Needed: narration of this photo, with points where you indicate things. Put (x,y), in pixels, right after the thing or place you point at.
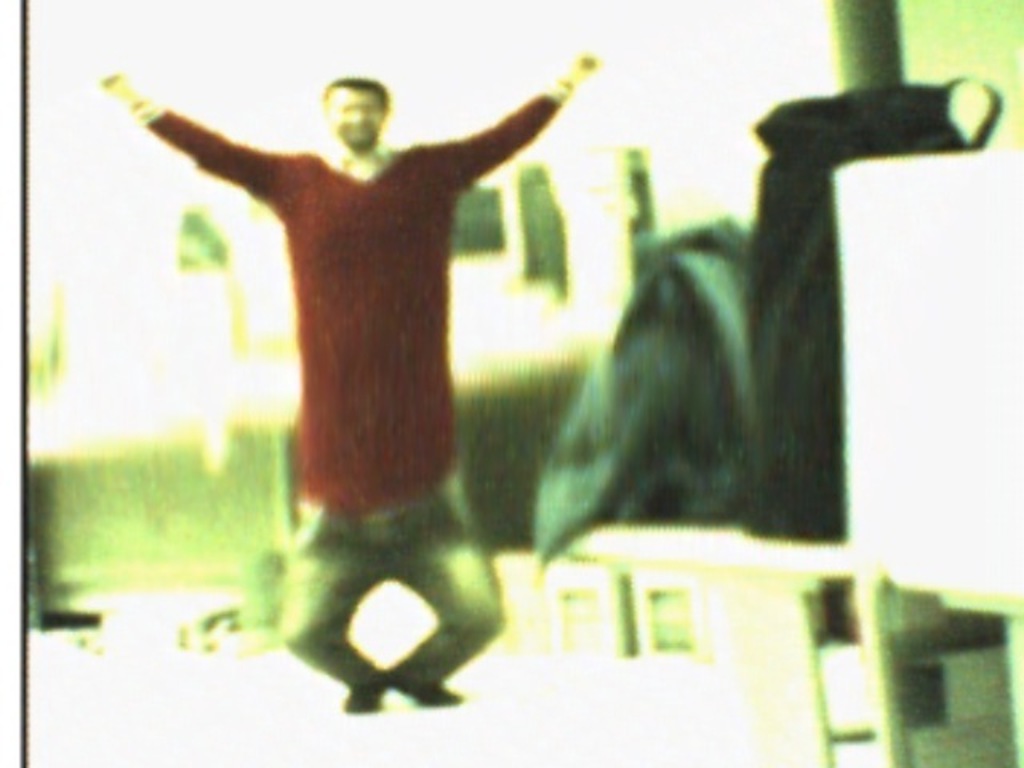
In the foreground of this edited image, there is a man (424,433) and we can also see few bags (766,383) on a bench (713,556).
